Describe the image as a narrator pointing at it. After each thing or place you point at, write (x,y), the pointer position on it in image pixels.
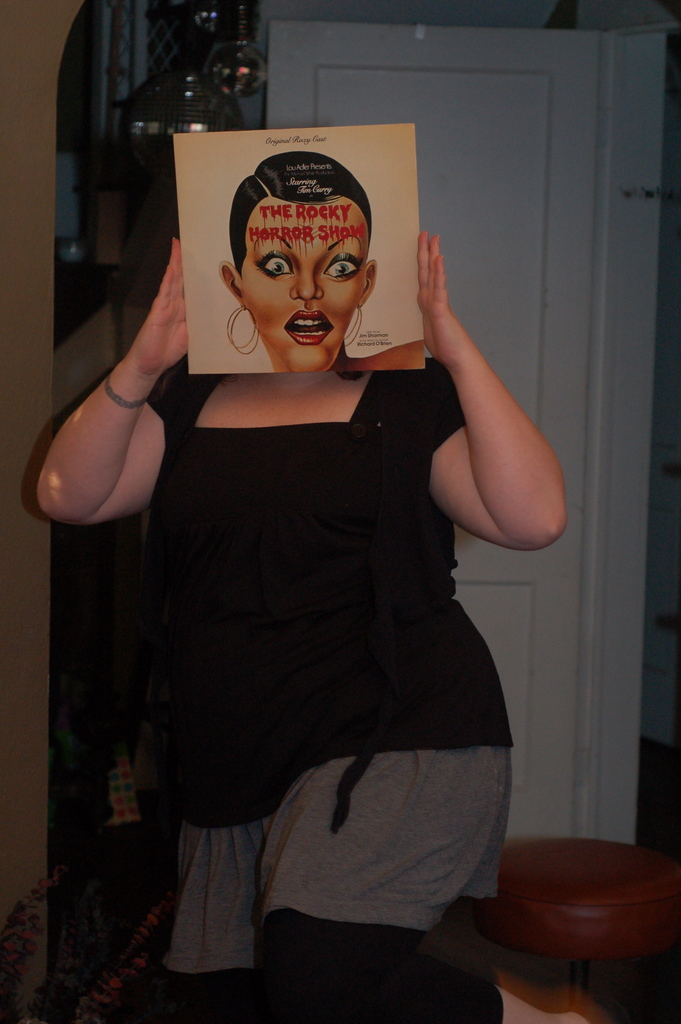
In this image there is a woman (255,506) standing towards the bottom of the image (269,705), she is holding a board (283,229), there is a woman's face (314,263) on the board (333,295), there is text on the board (259,239), there is a stool (547,888) towards the right of the image (580,886), there is a door (580,450) towards the right of the image (515,584), there is a wall (21,431) towards the left of the image (32,551), there is a wall (435,13) towards the top of the image (429,10), there are objects (200,90) towards the top of the image (165,69).
